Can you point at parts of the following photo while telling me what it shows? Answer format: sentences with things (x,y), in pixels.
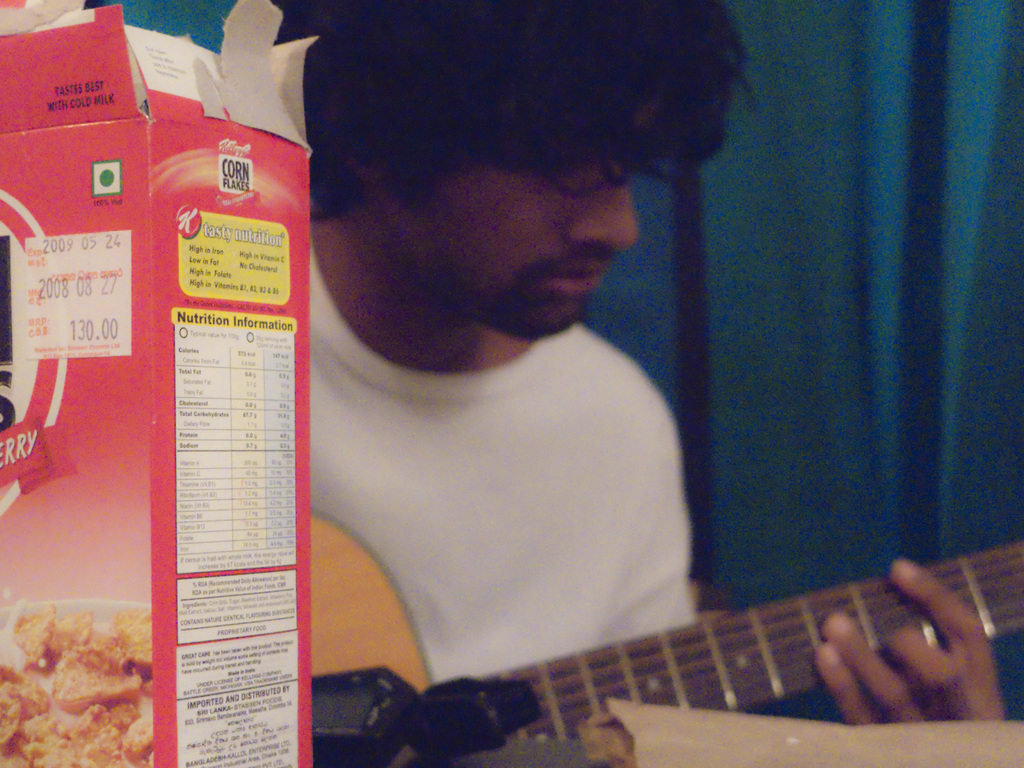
In this picture we can see a man (597,468) holding a guitar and beside there is a corn flakes box (238,370).
